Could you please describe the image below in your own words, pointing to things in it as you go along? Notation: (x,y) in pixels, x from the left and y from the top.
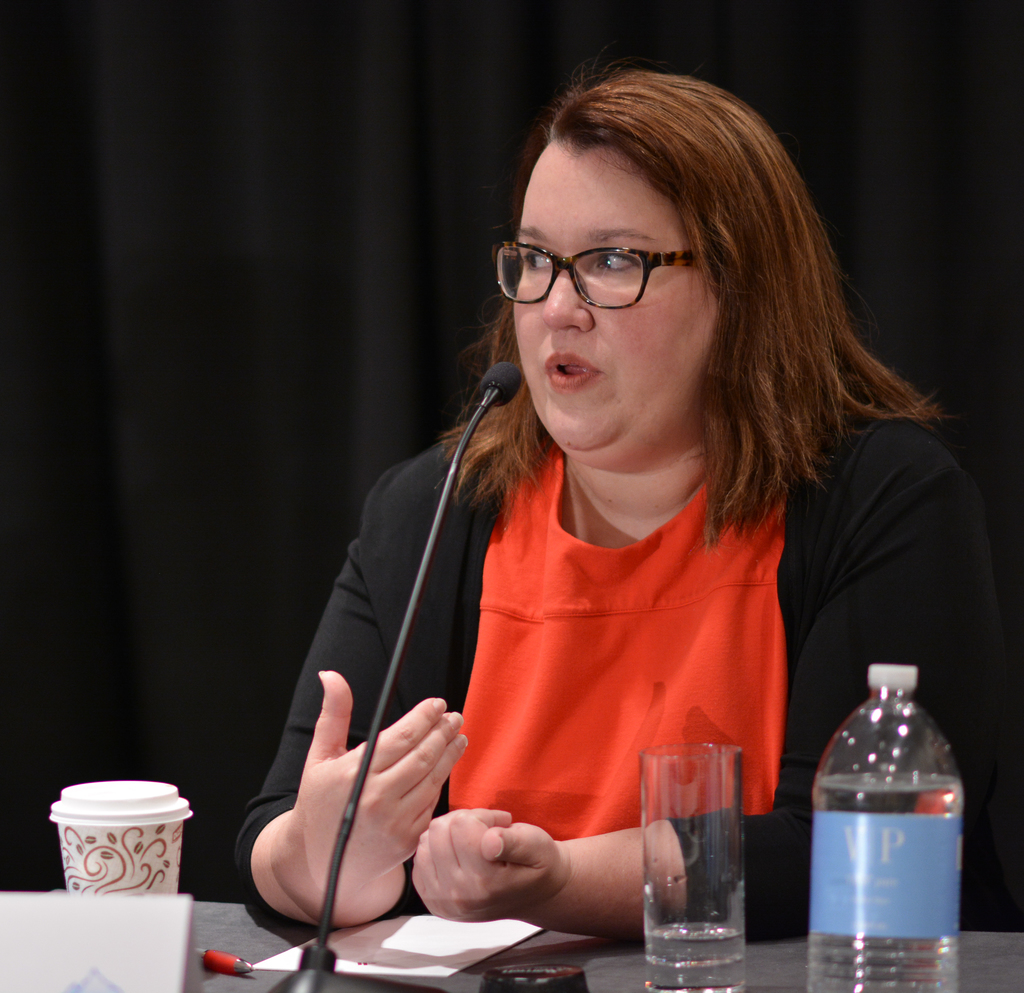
In this picture we can see a woman (620,477) who is talking on the mike (490,381). She has spectacles (583,270) and she is in red color dress (626,672). This is the table (254,922), on the table (233,944) there is a glass (646,927), bottle (918,886), and a cup (64,864). On the background (211,459) there is a curtain (248,309).
